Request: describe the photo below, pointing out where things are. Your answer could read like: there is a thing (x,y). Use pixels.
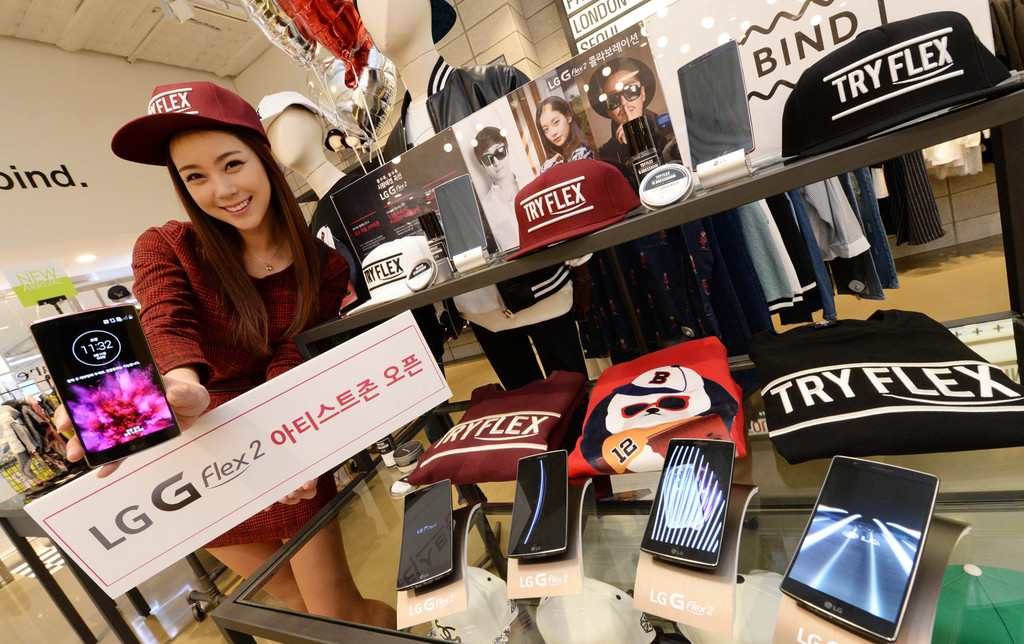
In the picture we can see a woman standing and smiling, holding mobile phone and showing, and there are four mobile phones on the table (261,632) which is made up of glass (754,386) and some items (787,383) are available on the table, in the background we can see some clothes (771,275), caps (812,118), posters (356,210) and wall (78,93).
